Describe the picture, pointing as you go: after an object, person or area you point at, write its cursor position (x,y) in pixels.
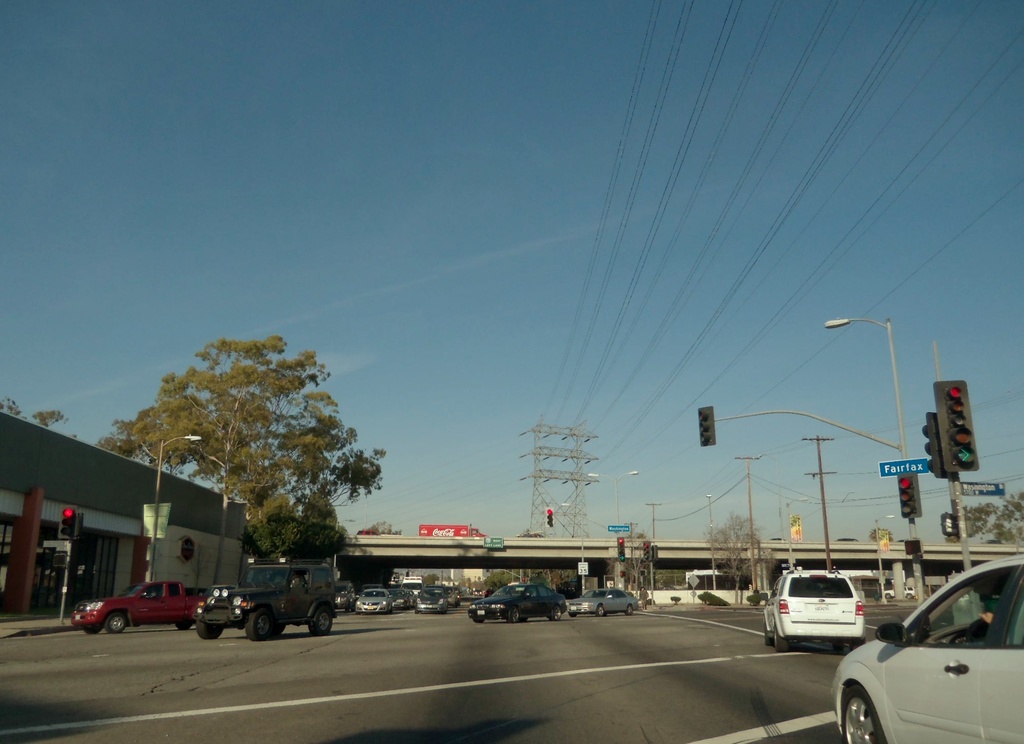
In this image we can see vehicles (611,601) on the road (669,619), street lights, trees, boards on the poles (962,527), traffic signal poles (905,509), vehicles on the bridge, wires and clouds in the sky (407,194). On the left side (214,542) we can see a store (12,442) and objects (79,528).
